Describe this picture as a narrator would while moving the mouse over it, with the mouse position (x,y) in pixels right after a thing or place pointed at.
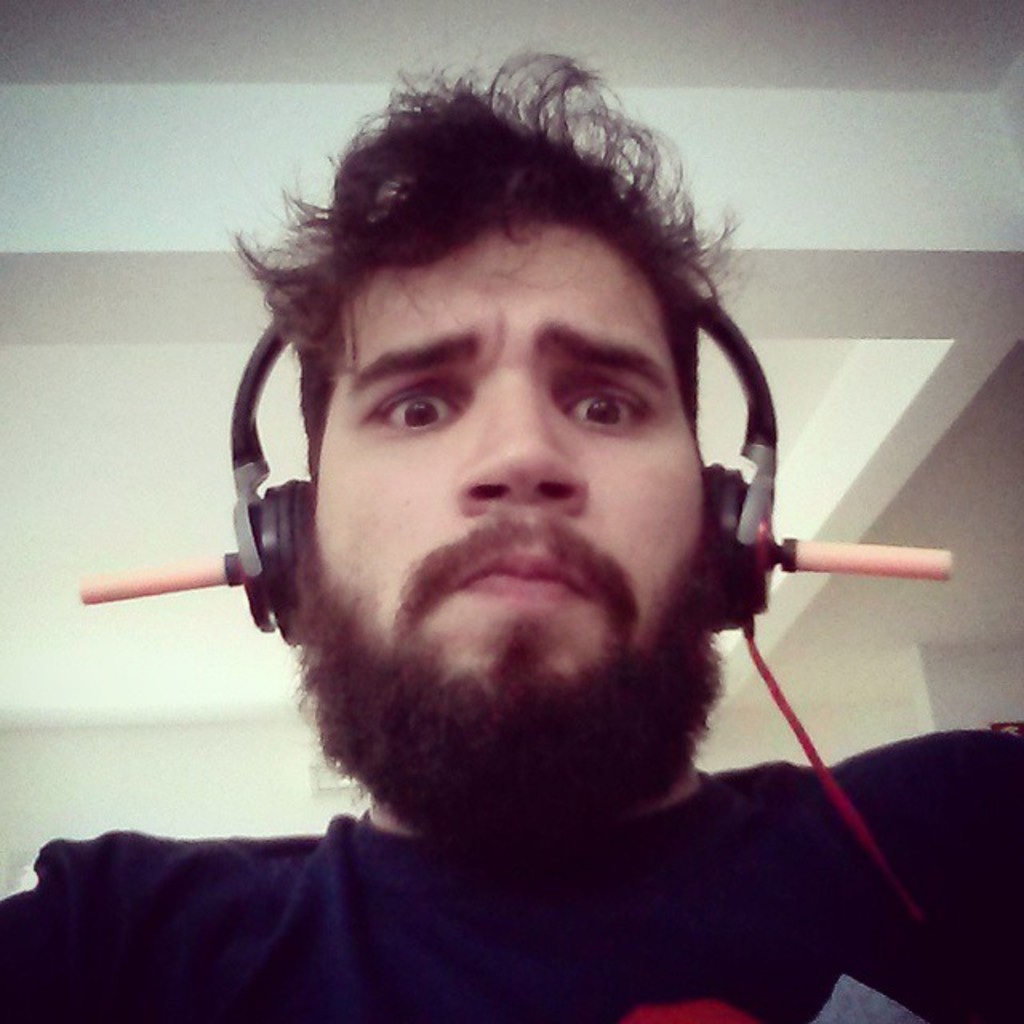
In this image, we can see a person (628,697) is wearing headphones (238,514) and watching. In the background (998,276), there is a wall (294,772) and ceiling (982,545).
